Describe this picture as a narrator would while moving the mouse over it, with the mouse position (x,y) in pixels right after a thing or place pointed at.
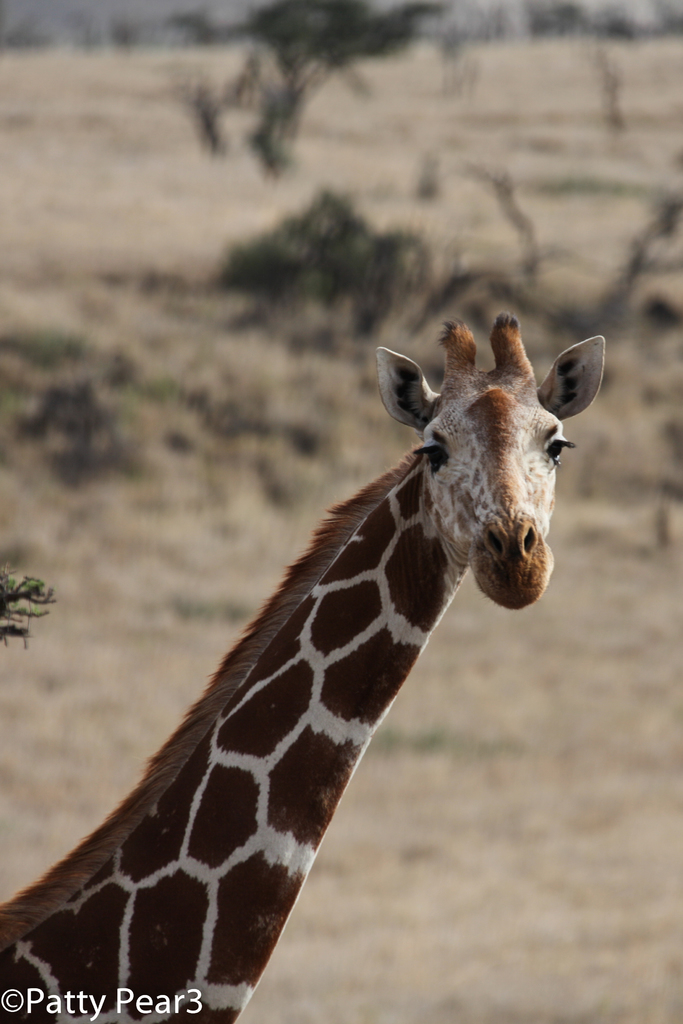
In this image we can see a giraffe (551,495). On the backside (335,271) we can see some trees (324,268).
